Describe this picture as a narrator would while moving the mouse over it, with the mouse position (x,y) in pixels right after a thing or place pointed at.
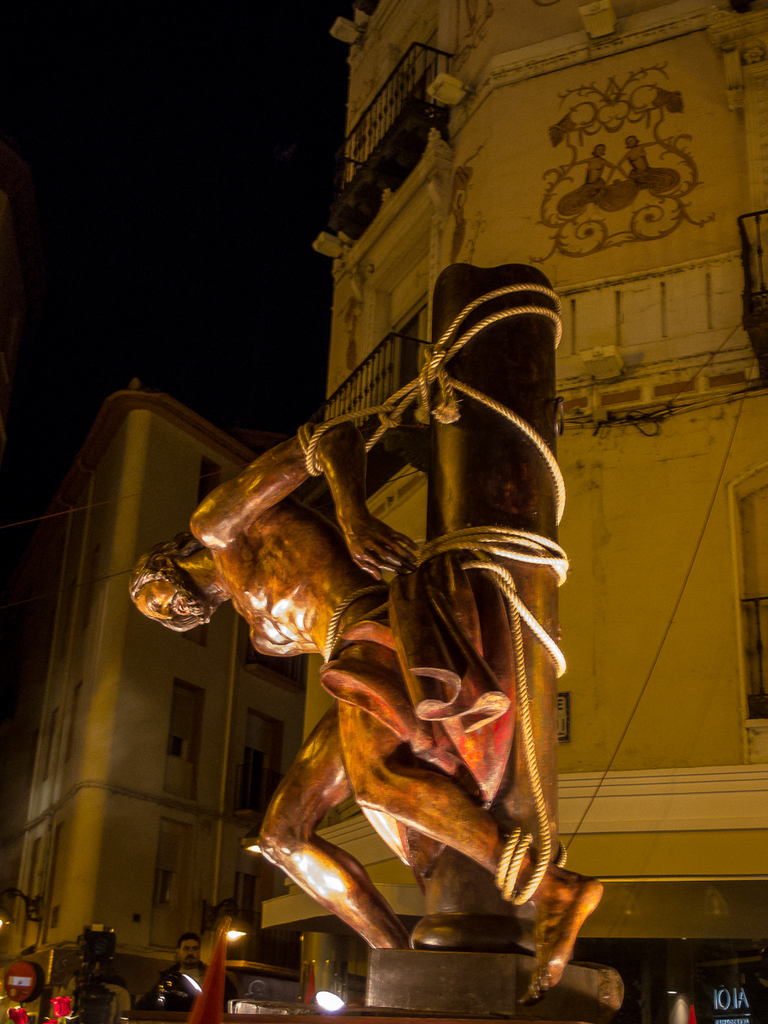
In the image we can see there is a human statue (447,607) tied with rope (435,538) to the wooden pole (450,898). There is a person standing on the ground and behind there are buildings (228,698). The sky (149,194) is dark.
